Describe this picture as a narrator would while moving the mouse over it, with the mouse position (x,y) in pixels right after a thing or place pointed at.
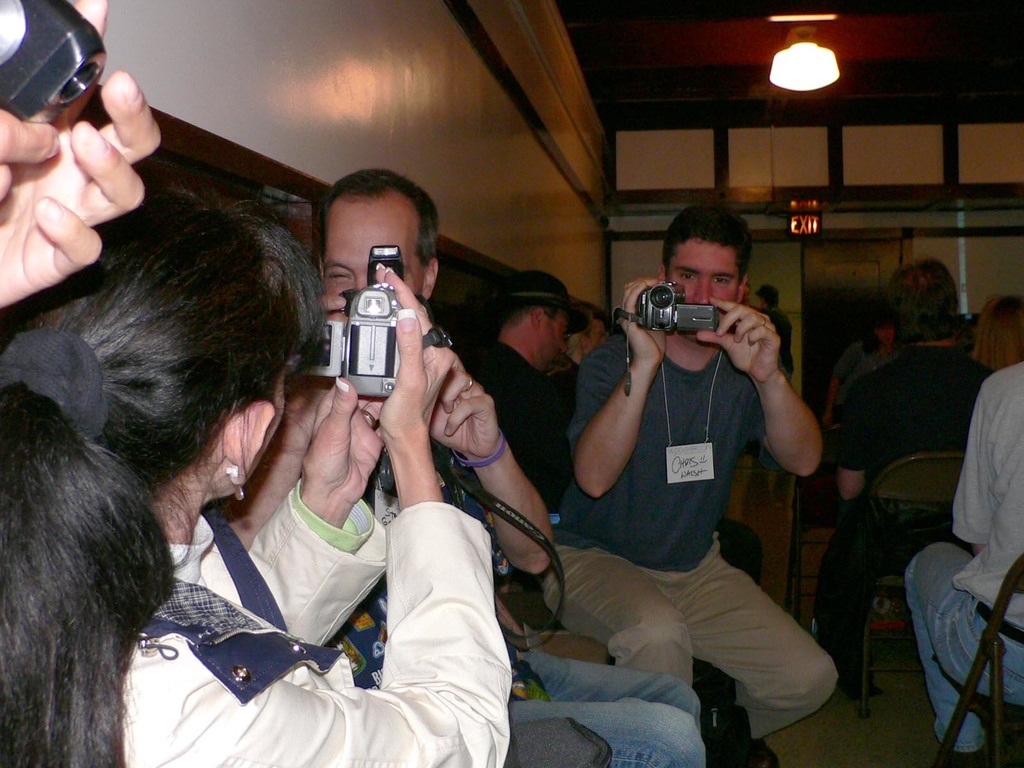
In the given image we can see that, there are many people (715,236) sitting and having video camera (664,308) in their hands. This is a wall (495,93), instruction board (797,219) and the light (789,89).
